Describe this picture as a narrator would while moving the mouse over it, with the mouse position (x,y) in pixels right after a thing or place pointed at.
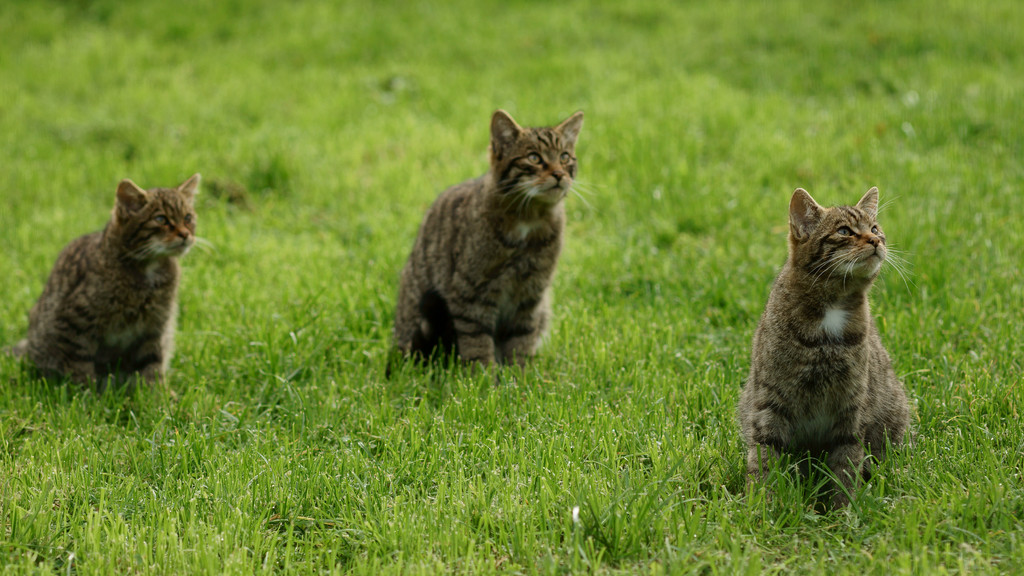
There are three cats (479,303) sitting on the grass (597,244).
